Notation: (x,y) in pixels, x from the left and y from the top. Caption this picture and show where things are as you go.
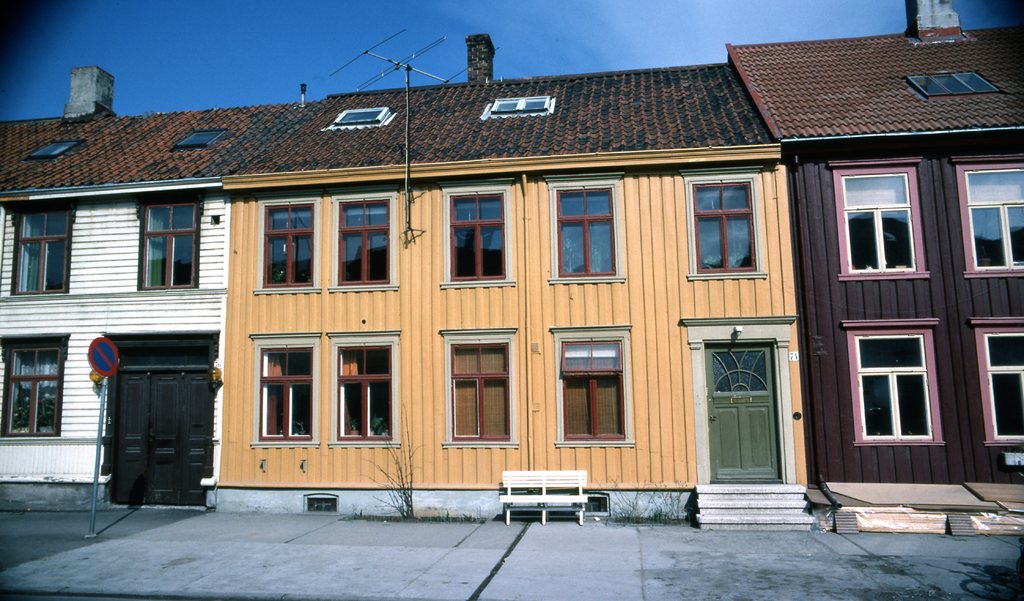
In this image there are buildings (402,257). Here there is a sign board (103,357). This is a bench (578,493). These are stairs (758,494). There are windows (165,279), doors (744,455) on the walls (465,329). The sky (557,35) is clear.
